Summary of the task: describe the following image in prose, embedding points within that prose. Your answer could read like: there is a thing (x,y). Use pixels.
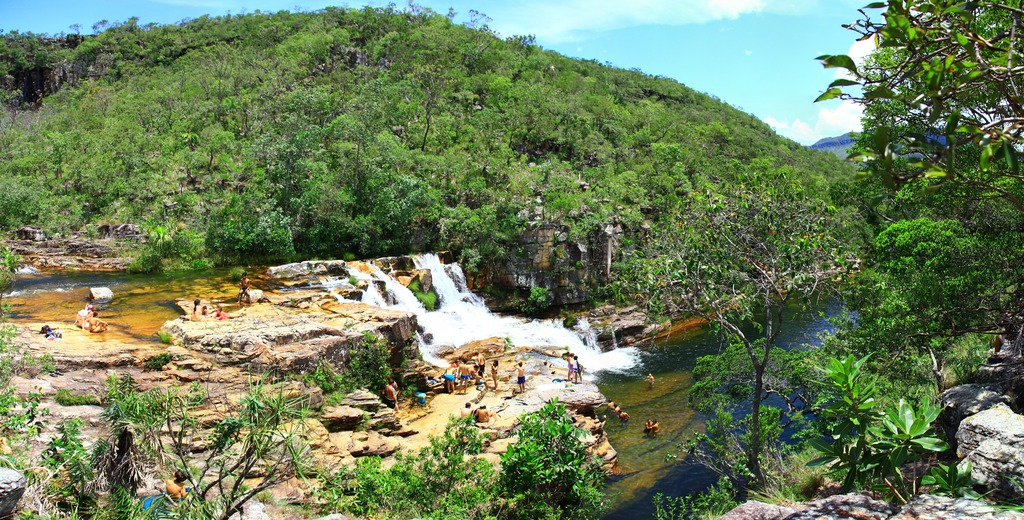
This picture shows water (391,282) flowing and we see few people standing and few are seated on the rocks (358,415) and we see trees (410,37) and a blue cloudy sky (756,107) and we see few people (654,425) swimming in the water (639,372).
